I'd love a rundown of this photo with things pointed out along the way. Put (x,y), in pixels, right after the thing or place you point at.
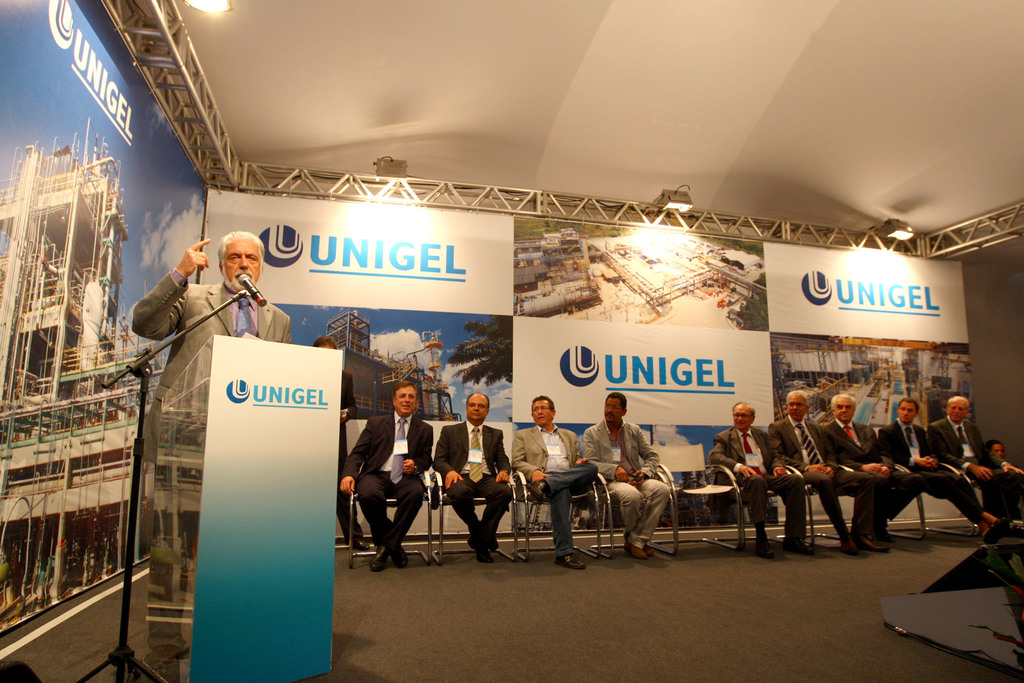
Here in this picture we can see number of people (490,445) sitting on chairs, which are present on stage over there and on the left side (255,322) we can see a person (216,331) standing and speaking something in the microphone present in front of him and we can also see a desk (171,398) present over there and behind them we can see banners (165,186) present all over there and we can see lights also present over there.
